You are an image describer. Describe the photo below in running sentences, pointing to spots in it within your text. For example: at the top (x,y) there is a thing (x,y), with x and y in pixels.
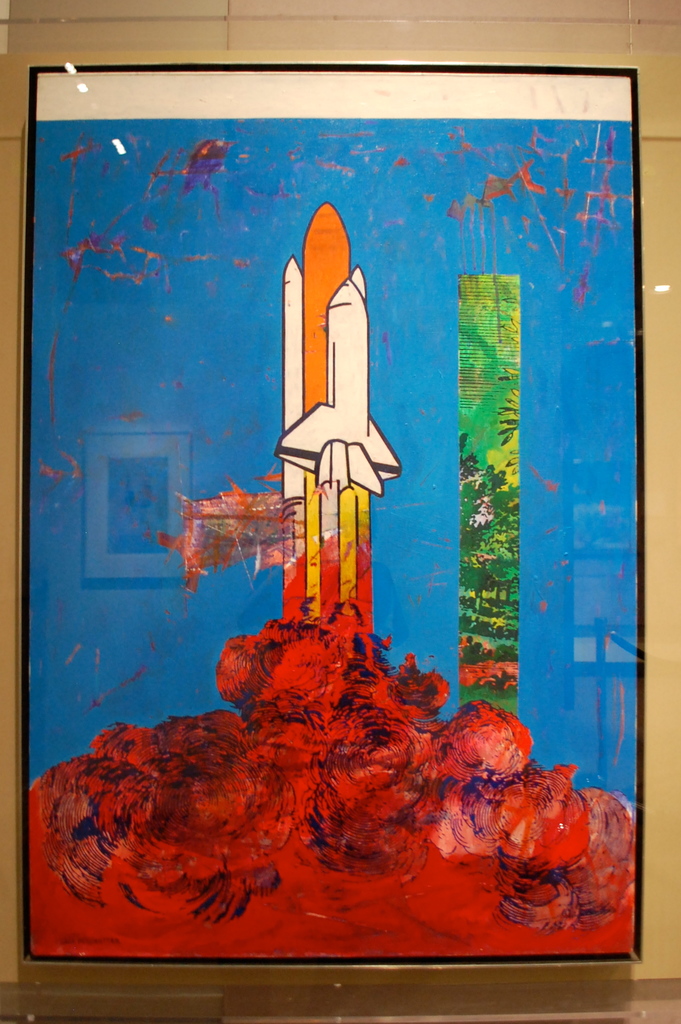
In this image we can see a painting (360,638) of a space shuttle (360,466) and some other things (494,950) which are in different color.
